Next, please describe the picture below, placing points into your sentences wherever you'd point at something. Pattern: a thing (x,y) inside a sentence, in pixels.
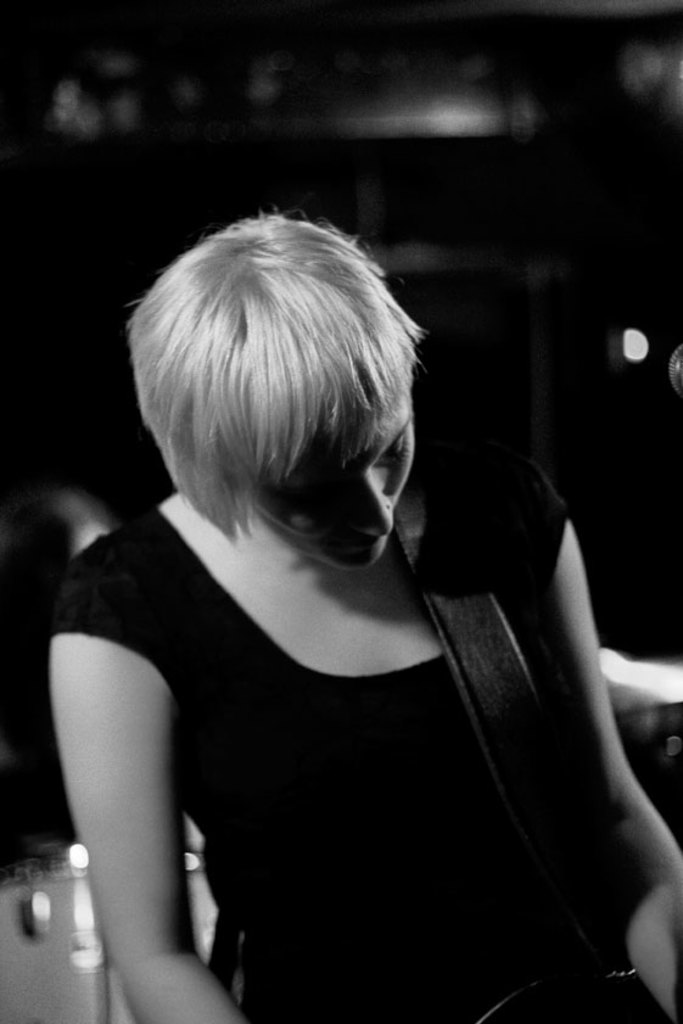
In this black and white picture there is a woman (382,797). She is carrying an object (550,995). Background (15,235) is blurry.
